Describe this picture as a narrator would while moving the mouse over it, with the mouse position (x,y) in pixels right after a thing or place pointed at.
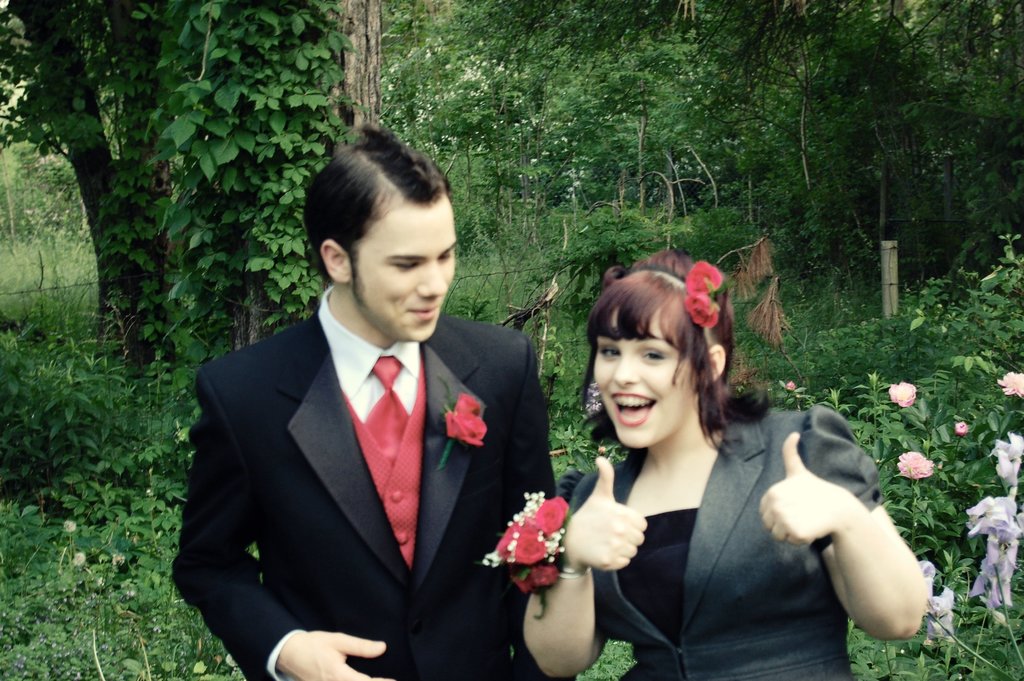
In the picture I can see a person (492,533) wearing black color coat (299,626), tie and shirt (362,397) is standing on the left side of the image (269,626) and a woman (721,508) wearing black color blazer (721,508) is standing on the right side of the image (698,595) and smiling. In the background (612,642), I can see the grass (21,566), plants (823,334), wired fence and trees (566,264).
